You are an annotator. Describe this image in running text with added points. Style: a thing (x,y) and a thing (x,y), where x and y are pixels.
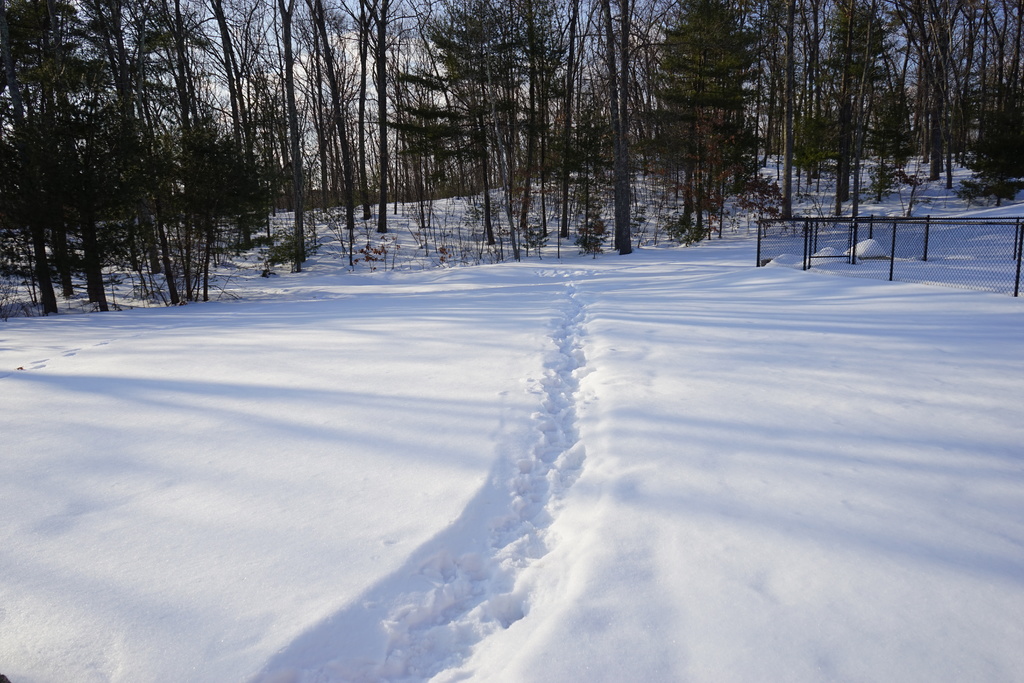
In this image, we can see some snow (551,348). There are trees (509,123) at the top of the image (464,100). There is a fence (847,243) on the right side of the image (857,220).
